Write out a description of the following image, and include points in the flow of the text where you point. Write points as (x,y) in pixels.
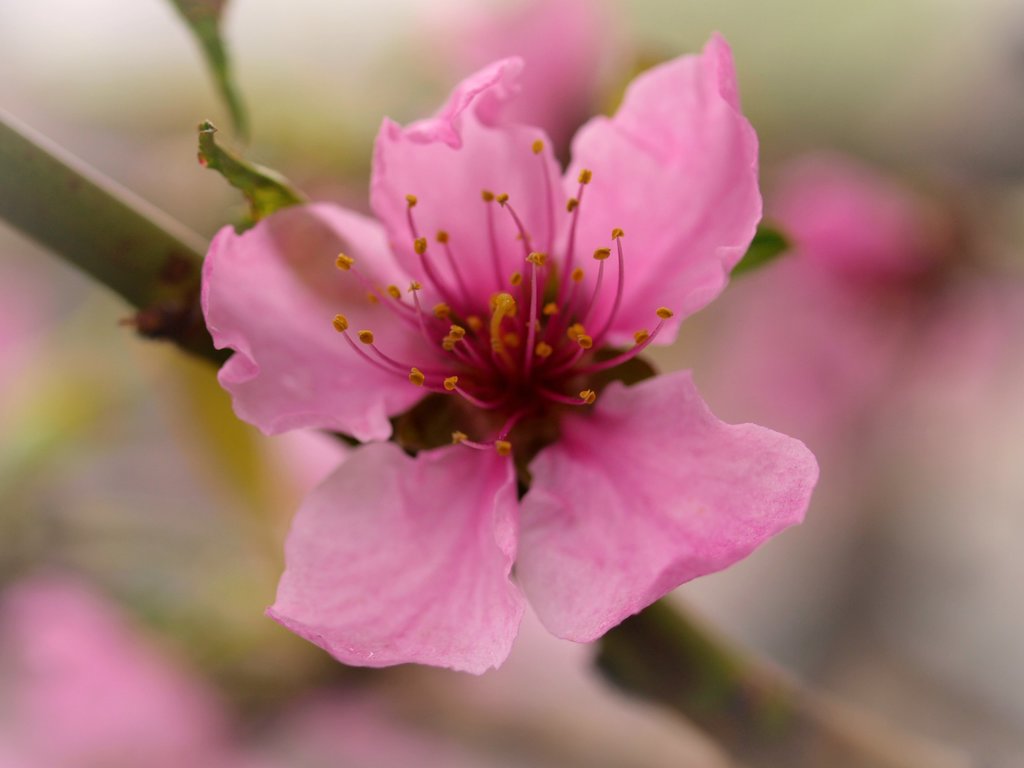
In this image, I can see a flower (466,503), which is pink in color. This is the stem (66,200). The background (556,3) looks blurry.
